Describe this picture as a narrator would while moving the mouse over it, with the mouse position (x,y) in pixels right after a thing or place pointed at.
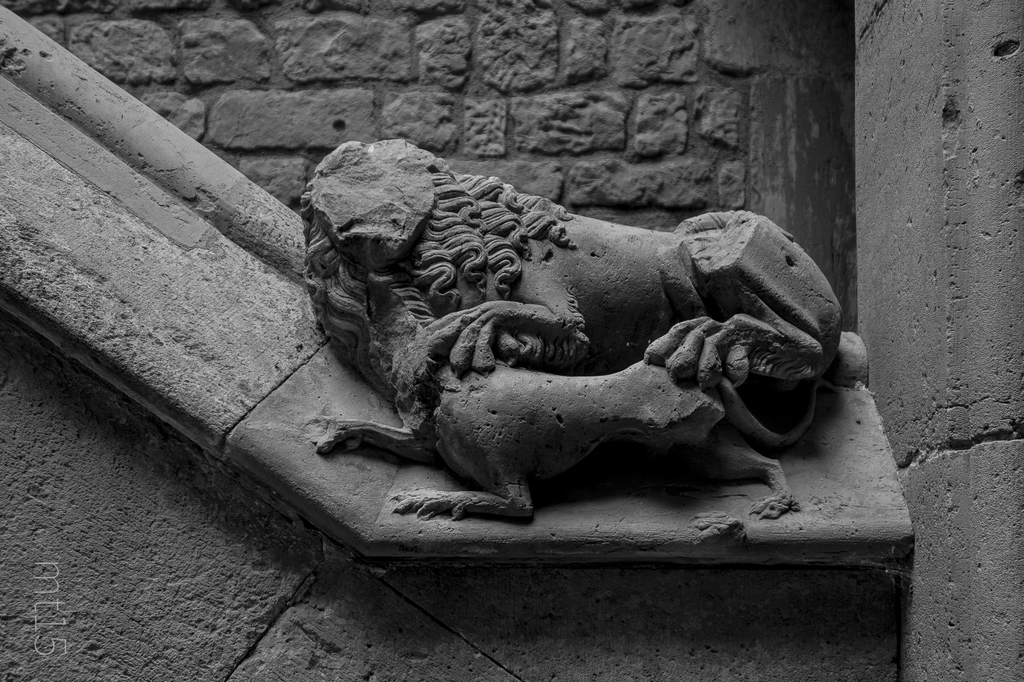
In this picture we can see sculpture (483,284) which is attached to the wall (260,114).
